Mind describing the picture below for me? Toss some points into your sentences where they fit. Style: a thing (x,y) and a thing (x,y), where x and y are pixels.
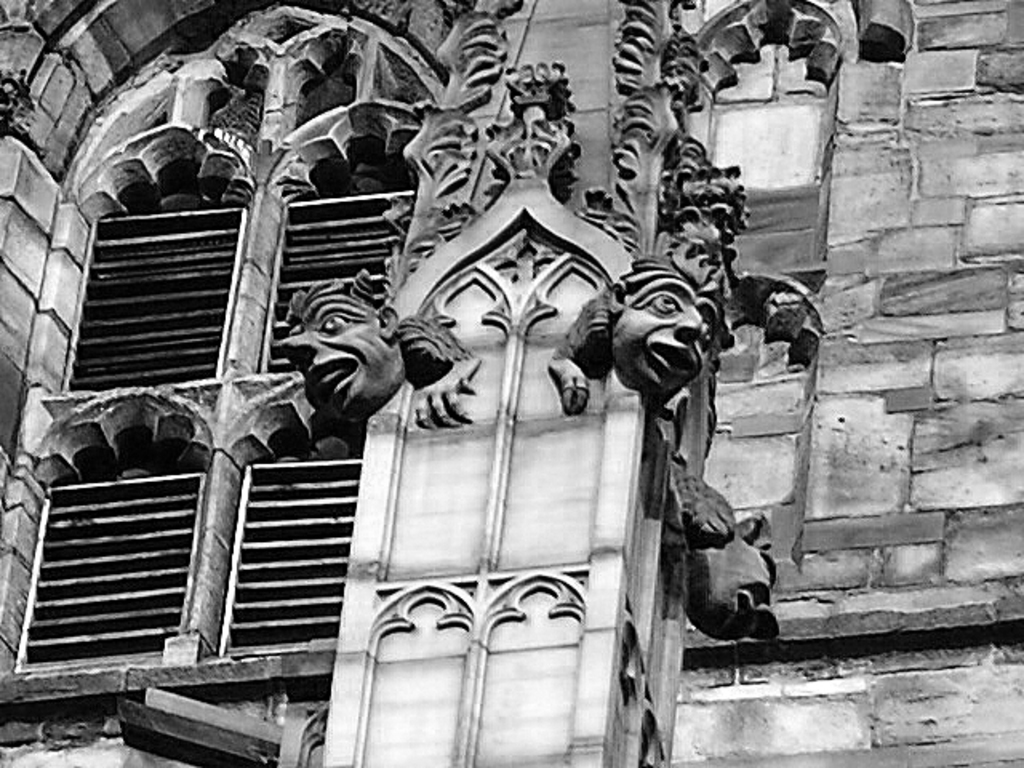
This is a black and white image. Here I can see a wall (570,299) with some carvings (580,242). On the left side (161,422) there is a window (184,375).
